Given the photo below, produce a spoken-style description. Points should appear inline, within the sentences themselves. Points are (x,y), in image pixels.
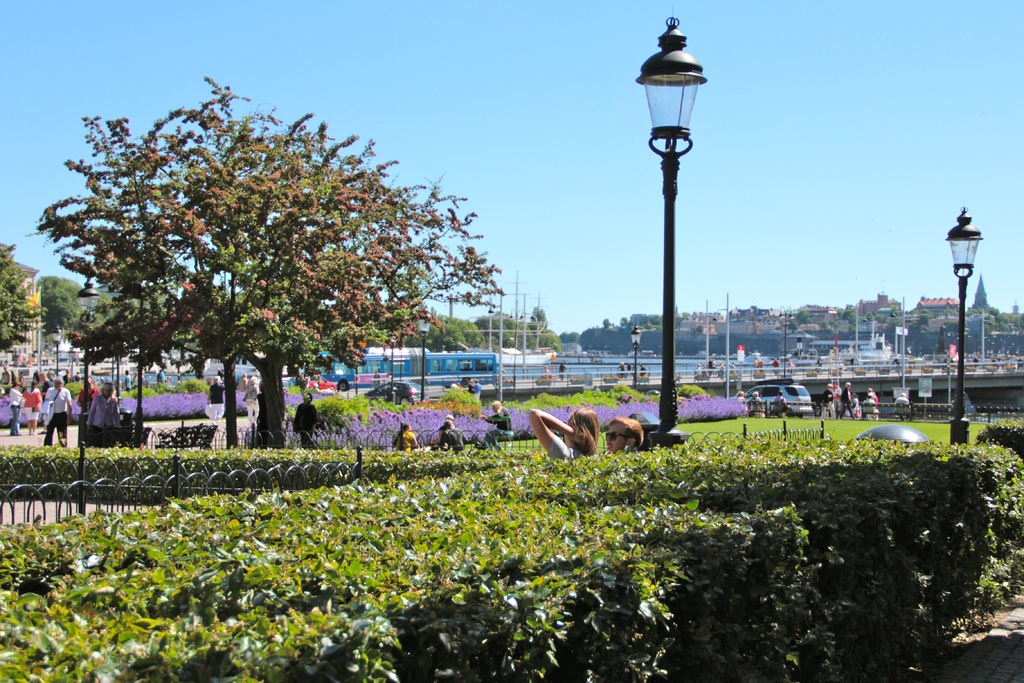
In this picture I can see there are few plants (554,565) and there are two people (587,438) standing at the plants (110,530). In the backdrop (257,303) there are trees (273,358), plants (150,403), there is a bridge (755,380) and there is a vehicle (774,389) moving at right side (785,382). The sky (578,239) is clear.
